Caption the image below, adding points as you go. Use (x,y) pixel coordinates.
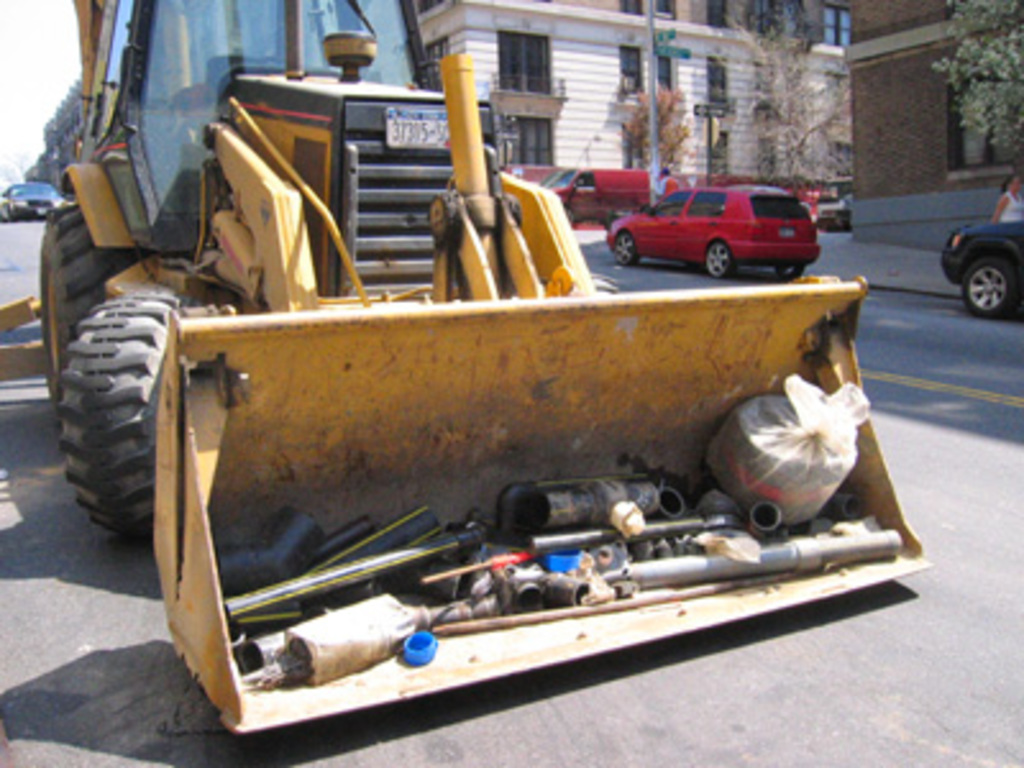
In the picture I can see vehicles (584,377), trees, buildings (976,221) and some other things (471,546). In the background (42,71) I can see the sky (10,84).
